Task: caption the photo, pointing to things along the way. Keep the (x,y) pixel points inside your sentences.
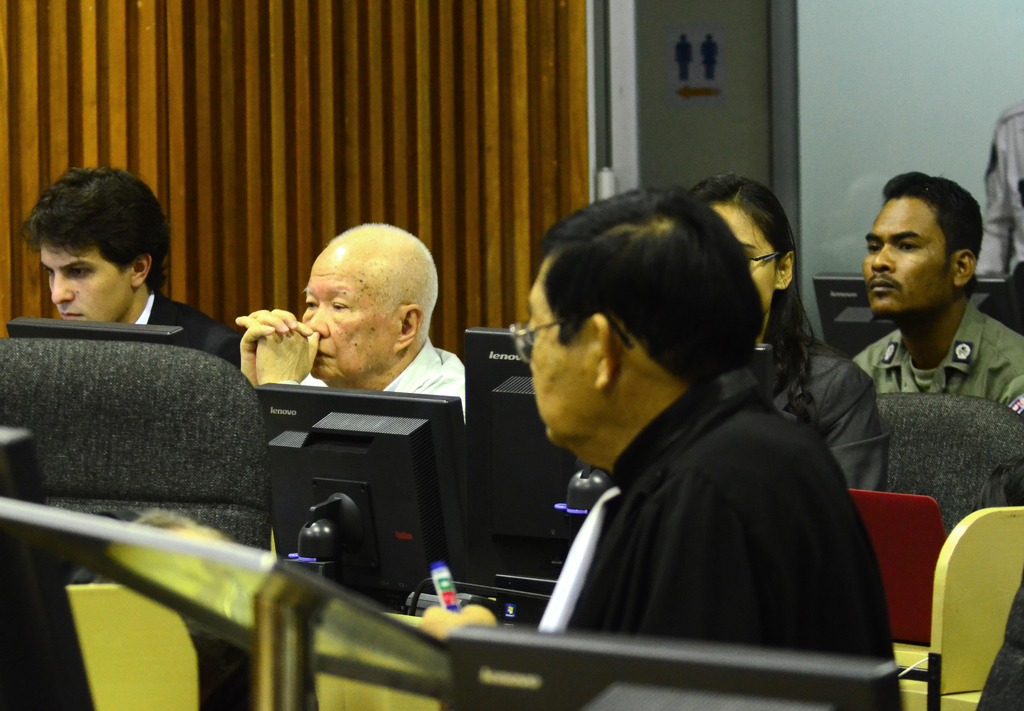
In this picture there are group of people (657,585) sitting and there are computers (512,542) on the table (970,606). At the back (712,157) there is a door (712,157) and there are pictures (686,46) of two persons (692,66) on the door (660,50) and there is a wall (954,135). In the foreground (634,222) there is a man (723,592) sitting and holding the object (442,577).
